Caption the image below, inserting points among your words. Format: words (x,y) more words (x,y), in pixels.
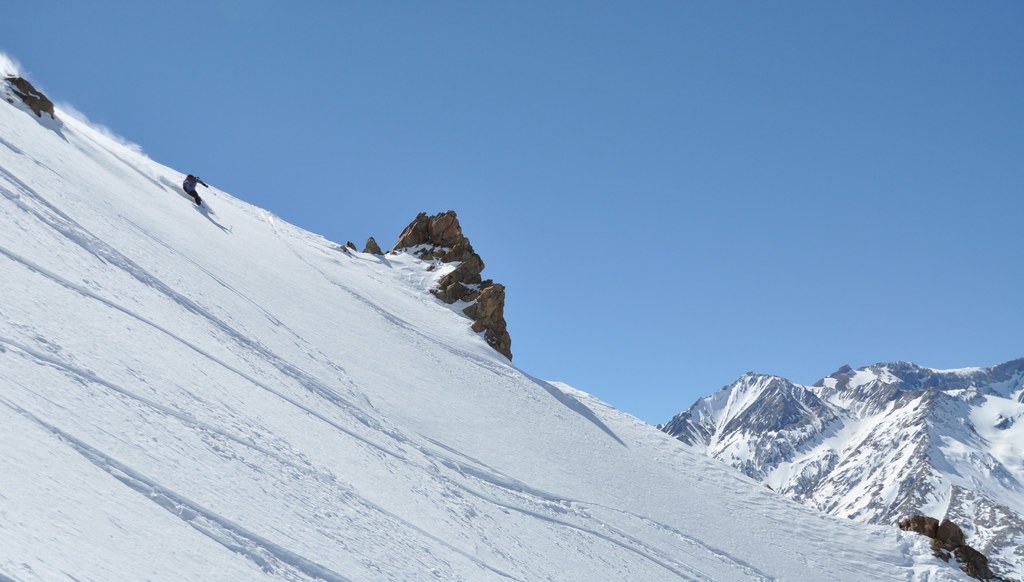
In this image there is a mountain (795,409) and the mountain (473,428) is covered with snow (951,470), in the background (682,41) there is blue sky (586,43).
